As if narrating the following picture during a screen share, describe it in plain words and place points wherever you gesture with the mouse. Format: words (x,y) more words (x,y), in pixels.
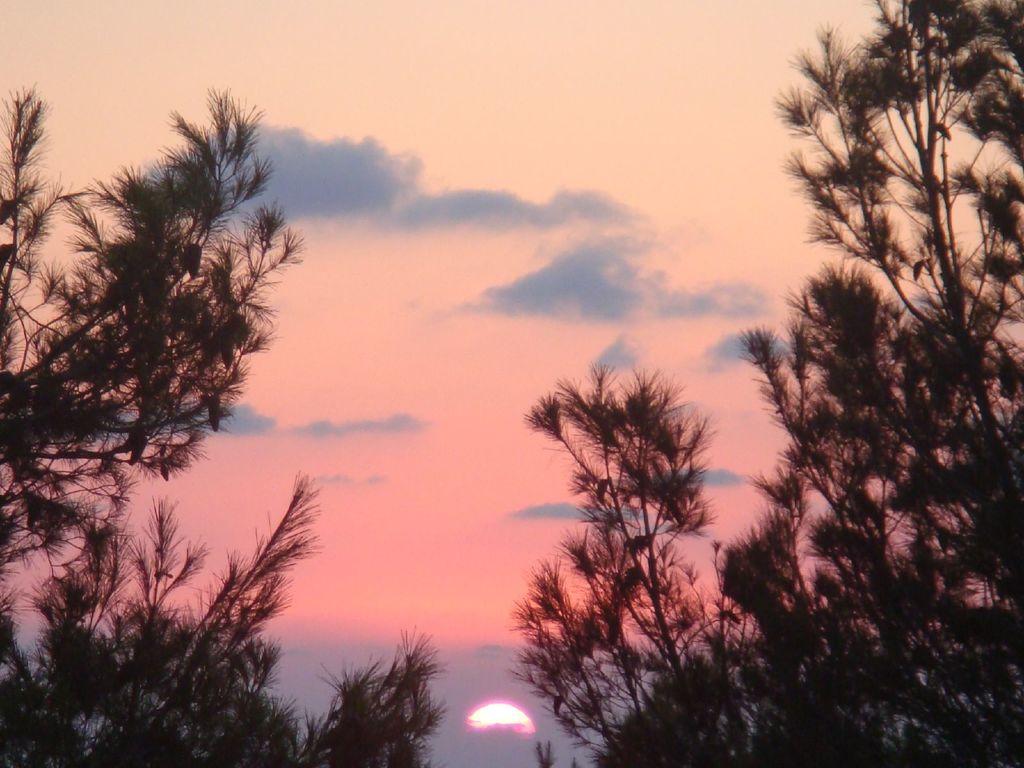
Here we can see trees (286,525). In the background (217,450) we can see the sun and clouds (249,173) in the sky (636,214).
